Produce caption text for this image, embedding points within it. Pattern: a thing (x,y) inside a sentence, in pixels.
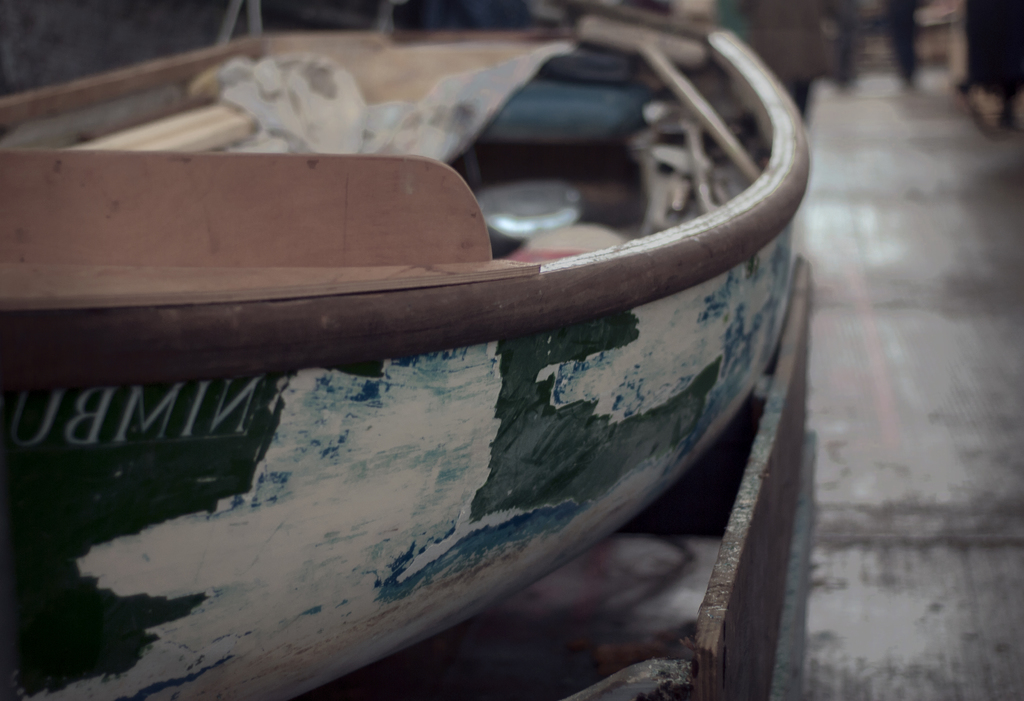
In this picture there is an old boat (491,140) on the left side of the image (236,334).
